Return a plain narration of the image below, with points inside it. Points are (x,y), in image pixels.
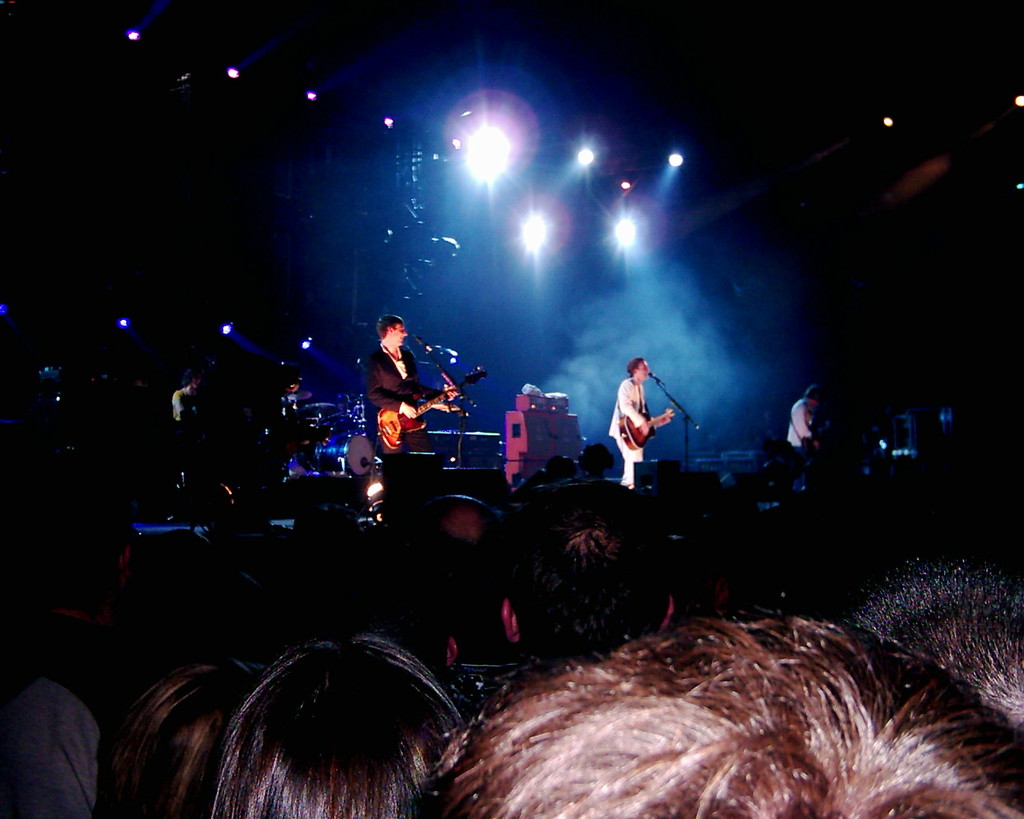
This is the picture of a concert in which there are some people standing on the stage (318,378) and playing some musical instruments (387,441) and some people (572,597) on floor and also we can see some lights (480,138).
